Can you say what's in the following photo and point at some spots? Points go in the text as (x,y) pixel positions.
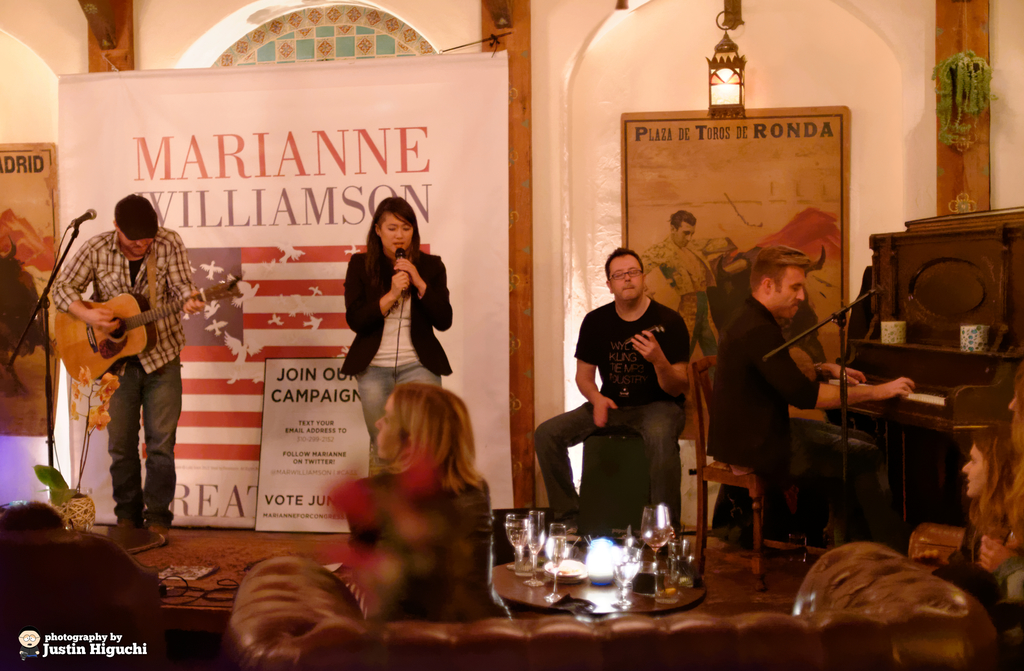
In the image we can see there are people (133,415) who are standing and the man (814,390) is playing piano (915,407).
